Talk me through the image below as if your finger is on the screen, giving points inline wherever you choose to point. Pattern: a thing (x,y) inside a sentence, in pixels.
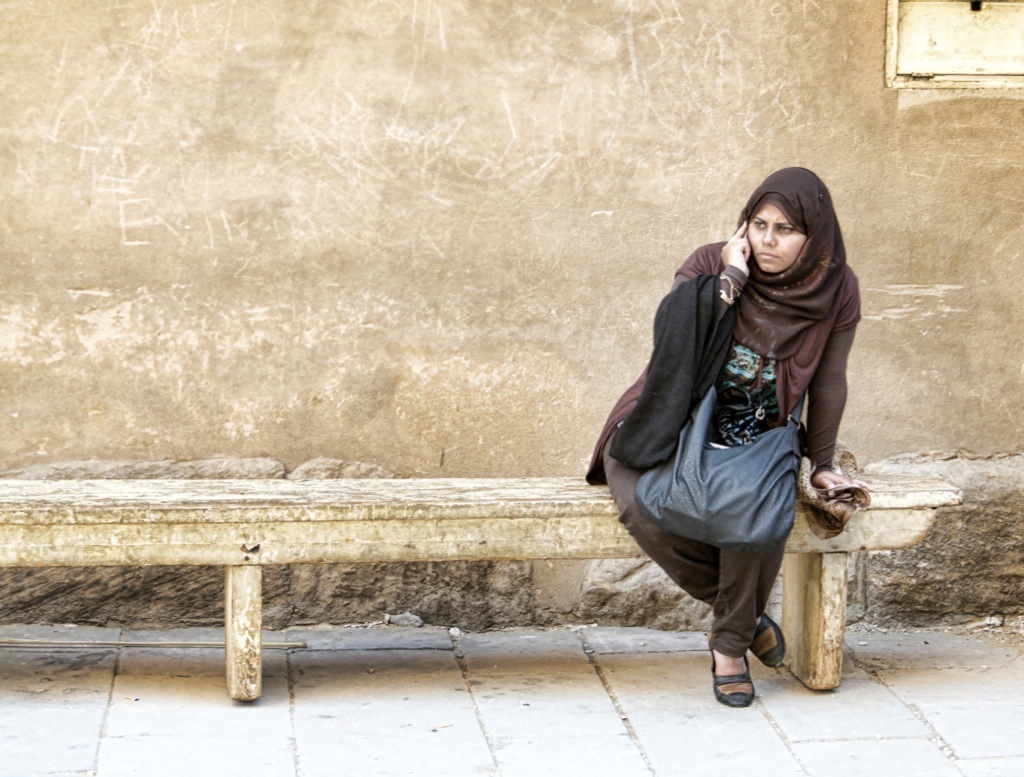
In this image, I can see the woman (733,575) sitting on a wooden bench (421,553). This is the wall (579,75). At the bottom of the image (241,731), I can see the floor (452,731).
